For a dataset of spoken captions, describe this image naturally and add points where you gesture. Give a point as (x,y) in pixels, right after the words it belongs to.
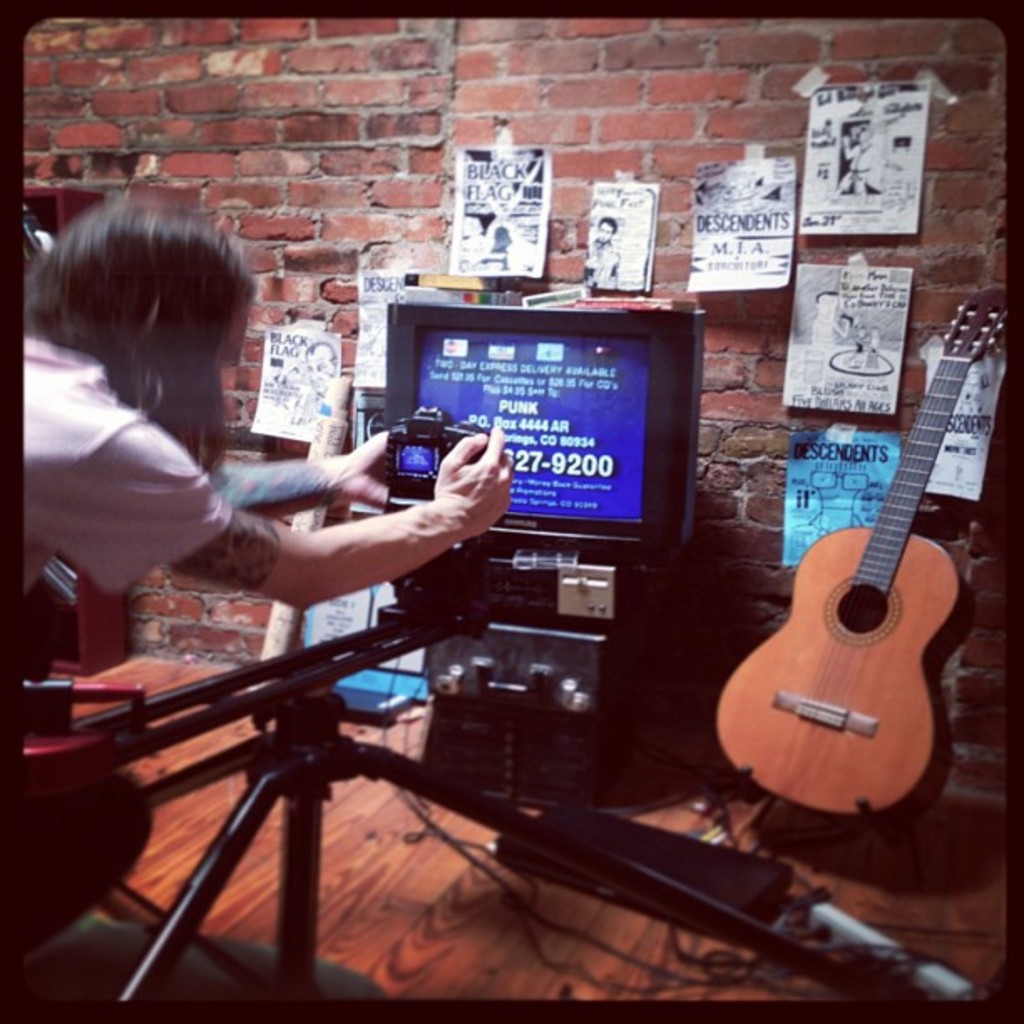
As we can see in the image there is a woman (147,280), a brick wall (488,117), screen (526,364), camera (426,447) and a guitar (890,663).
